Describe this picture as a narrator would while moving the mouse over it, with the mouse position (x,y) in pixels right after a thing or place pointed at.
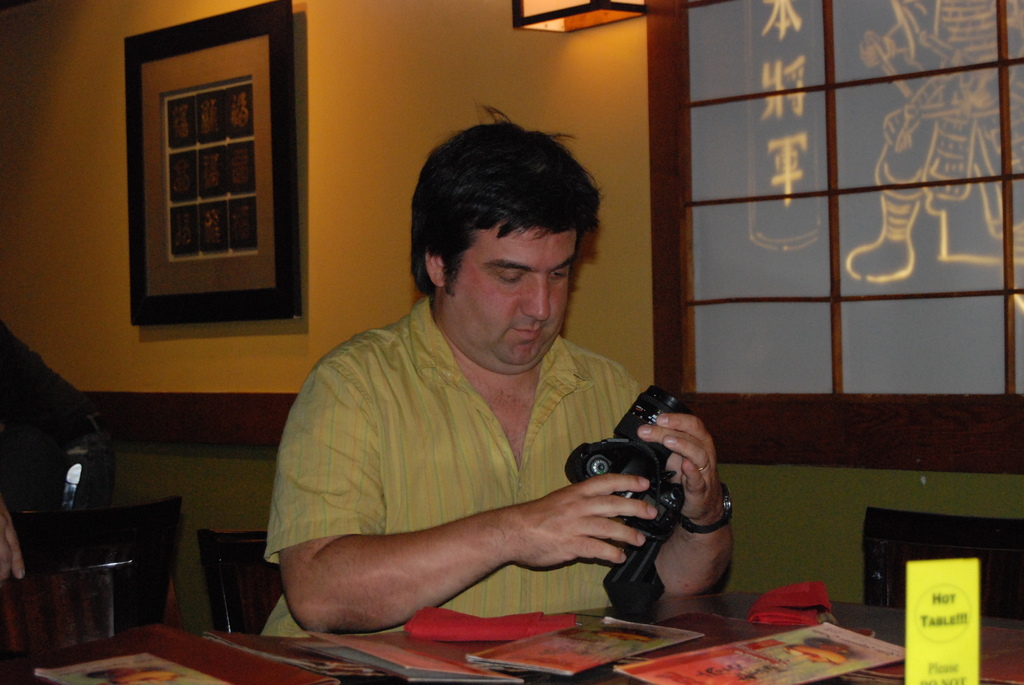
At the bottom of the image (1011,662) we can see a table (204,641), on the table (204,641) we can see some books (239,671) and banner (931,650). Behind the table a person (385,575) is sitting and holding a camera (622,423). Behind him we can see a wall (631,371), on the wall (650,364) we can see a glass window (763,27) and frame (262,78).
